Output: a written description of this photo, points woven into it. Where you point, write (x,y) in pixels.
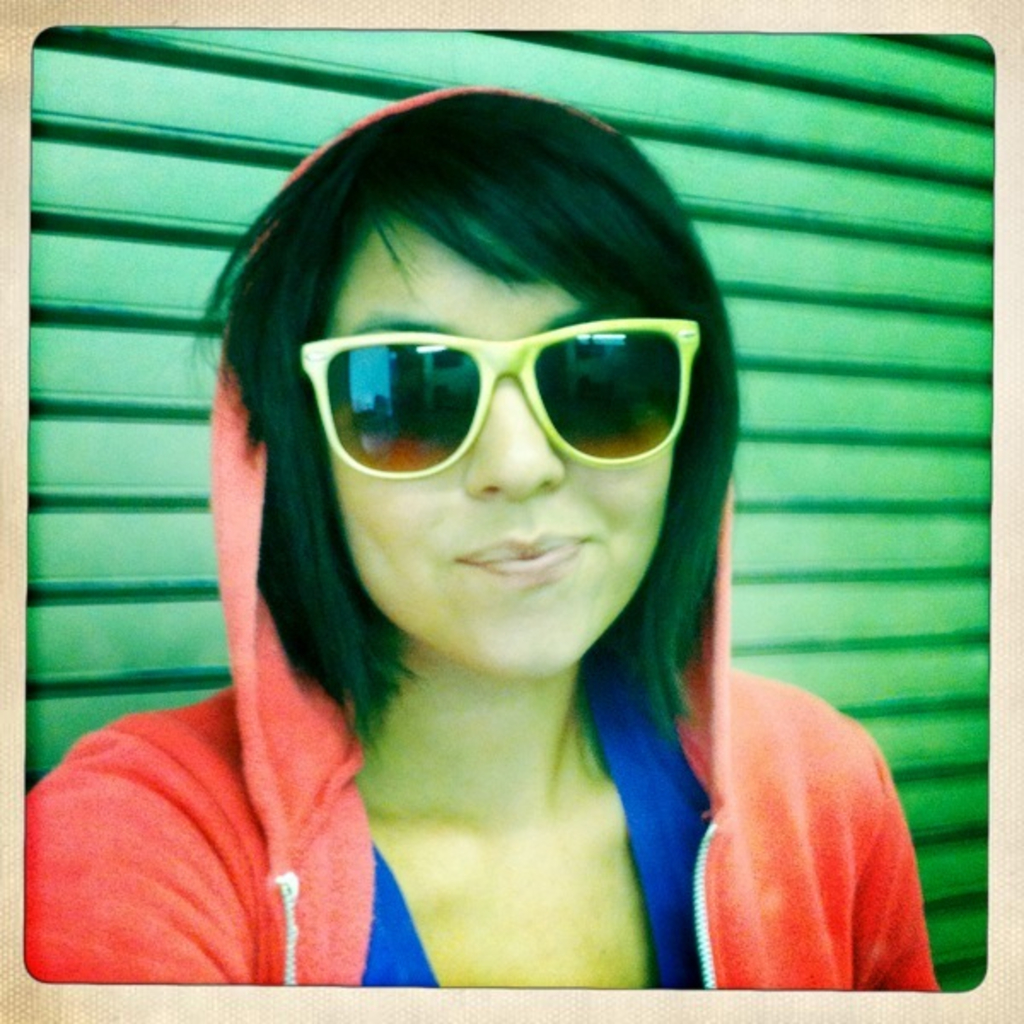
A person (294,865) is present wearing goggles (655,403) and a hoodie (327,785). There is a green shutter (775,412) at the back (105,510).
